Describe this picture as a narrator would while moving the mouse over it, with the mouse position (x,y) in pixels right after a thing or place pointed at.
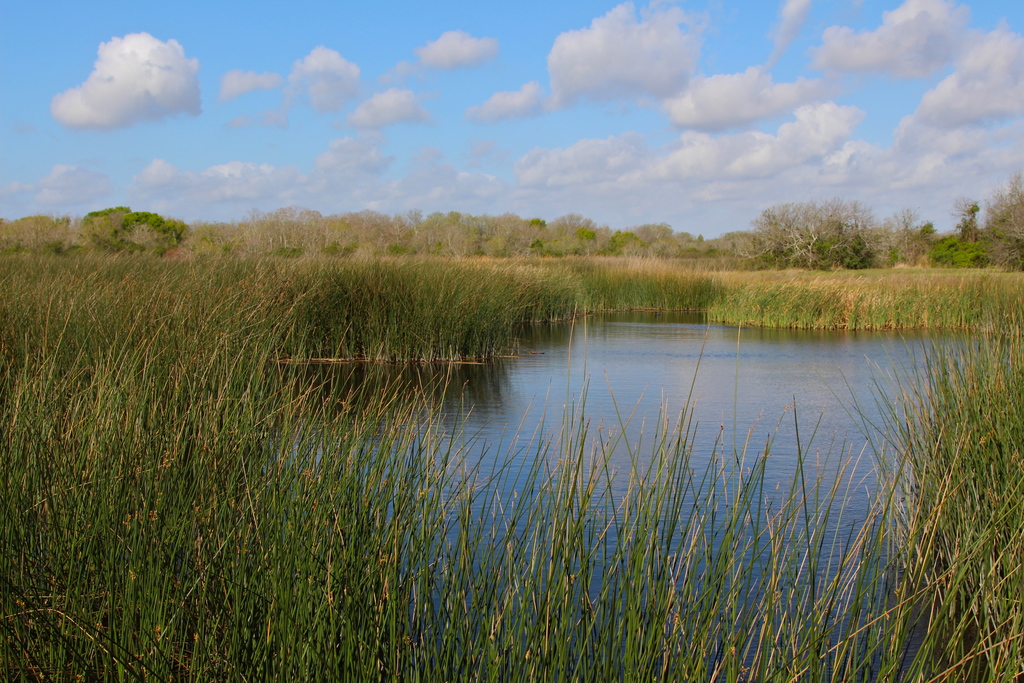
In this image we can see the water (505,502) and the grass (302,519). Behind the grass (603,280), we can see a group of trees (557,244). At the top (487,106) we can see the sky (497,97).
